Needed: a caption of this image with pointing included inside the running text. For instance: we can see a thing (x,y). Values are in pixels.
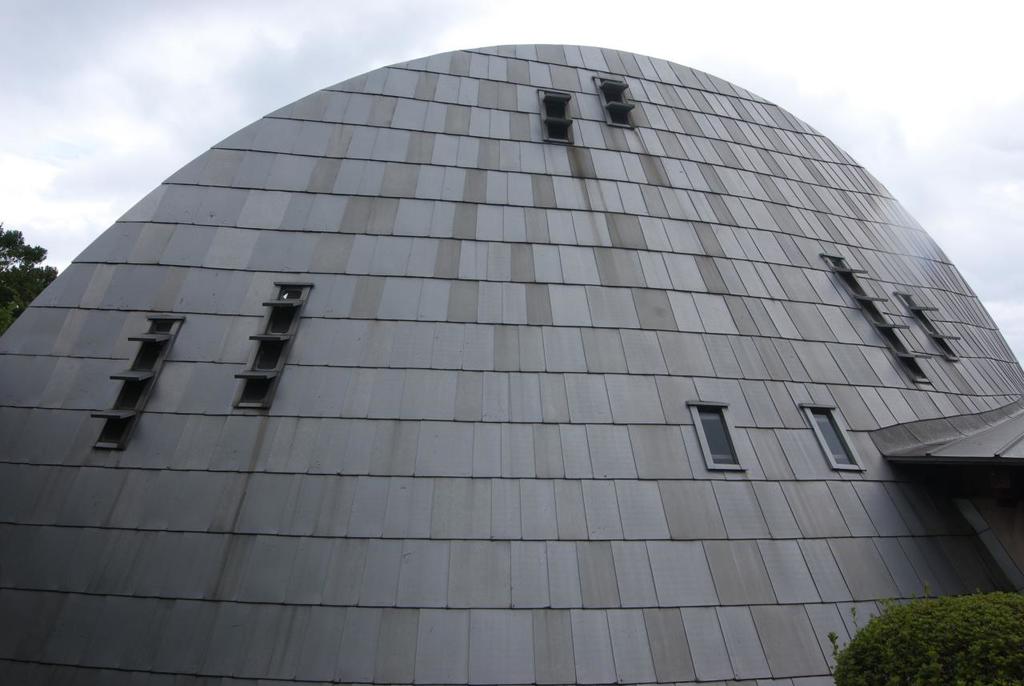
In this picture we can see a building (822,359), windows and plants (873,628). In the background of the image (322,26) we can see leaves (28,270) and sky (296,46).
